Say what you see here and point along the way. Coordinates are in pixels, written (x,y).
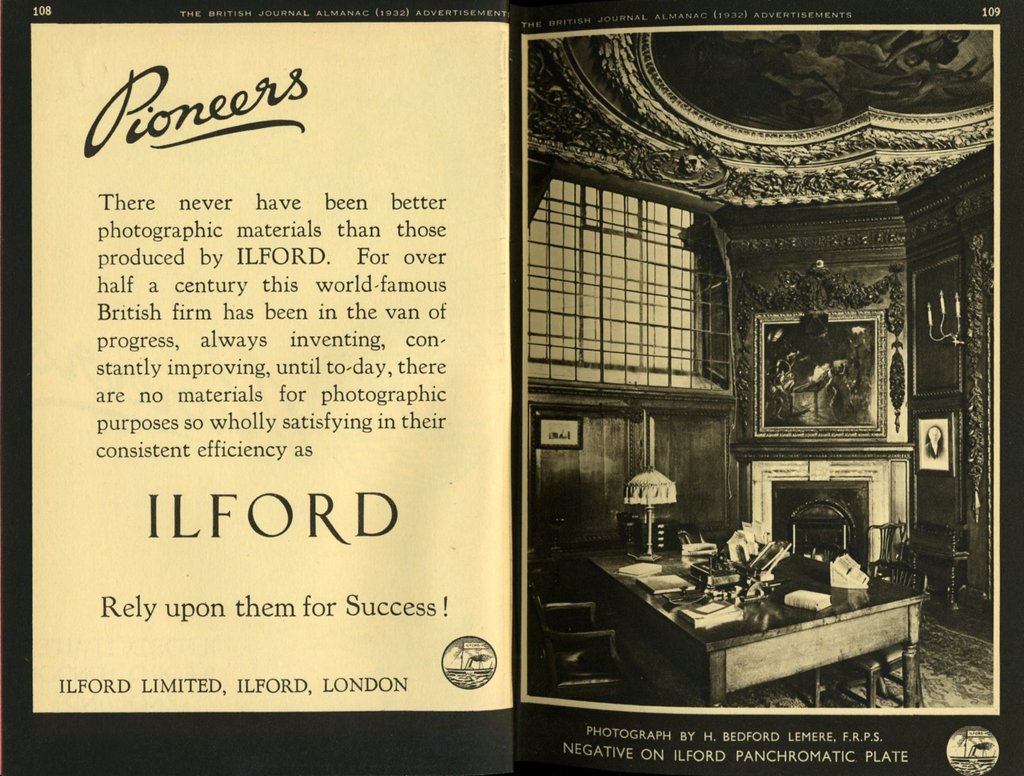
We can see poster (655,384), on this poster (640,523) we can see books (718,608), lamp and objects (707,597) on the table (750,648), chairs (899,568) and frames (872,409) on the wall (971,380) and we can see something written on this poster (920,312).
